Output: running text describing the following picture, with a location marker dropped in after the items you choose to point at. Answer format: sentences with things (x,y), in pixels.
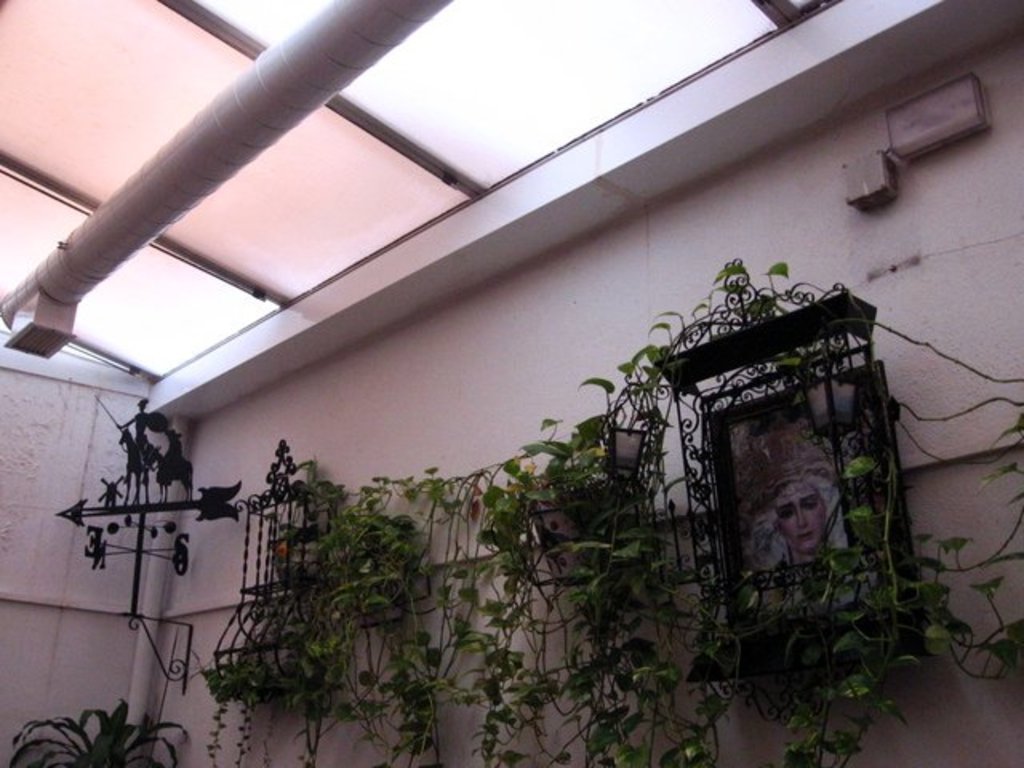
In the image we can see some plants (609,399). Behind them there wall (121,625), on the wall (531,344) there are some frames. At the top of the image (125,53) there is ceiling (37,95) and pipe (214,95).
